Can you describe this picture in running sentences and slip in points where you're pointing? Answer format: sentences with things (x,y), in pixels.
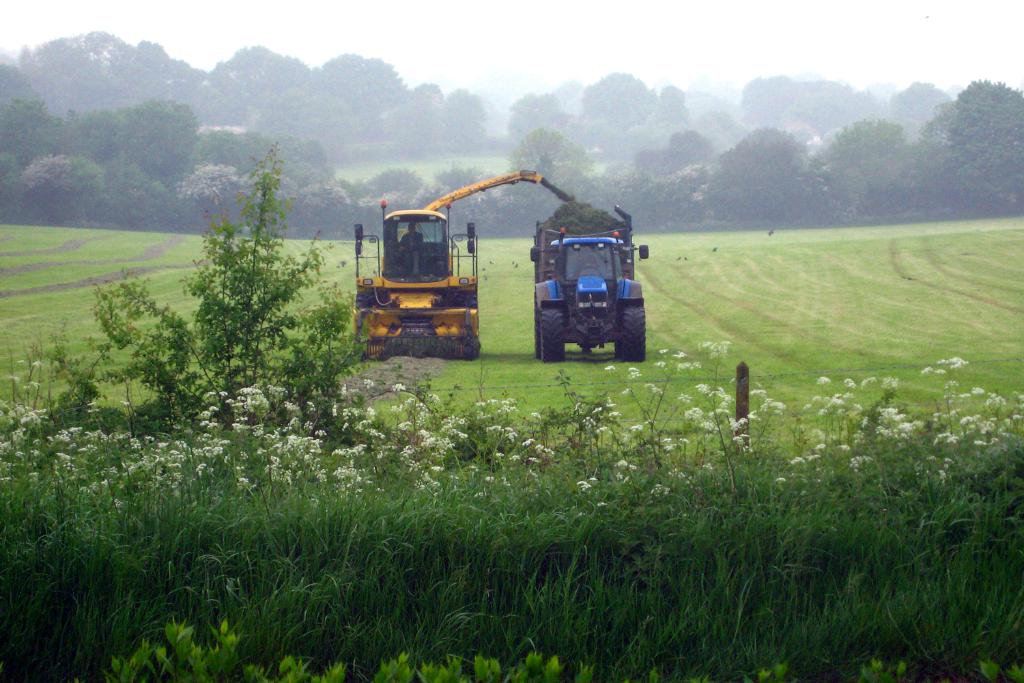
In the image in the center (549,308), we can see two vehicles (398,257), which are in blue and yellow color. In the background (529,135), we can see the sky (648,11), trees (47,96), plants (382,466), grass (229,519) and flowers (341,449).
